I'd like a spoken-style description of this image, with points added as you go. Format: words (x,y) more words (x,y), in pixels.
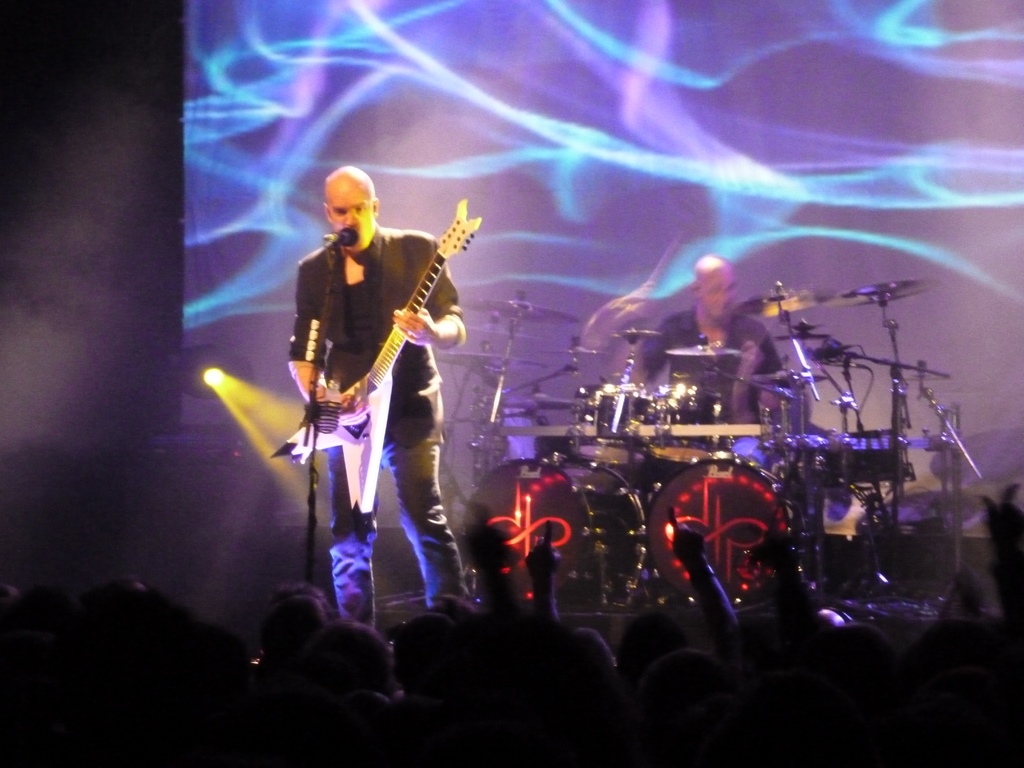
Here I can see a man (352,314) standing on the stage (413,590) and playing a guitar (351,449). In front of this man (348,206) there is a mike stand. In the background (680,399) there is another person (737,365) playing the drums (654,418). At the bottom (453,709), I can see a crowd of people (517,709) in the dark. In the background (635,182) there is a screen (589,56).
